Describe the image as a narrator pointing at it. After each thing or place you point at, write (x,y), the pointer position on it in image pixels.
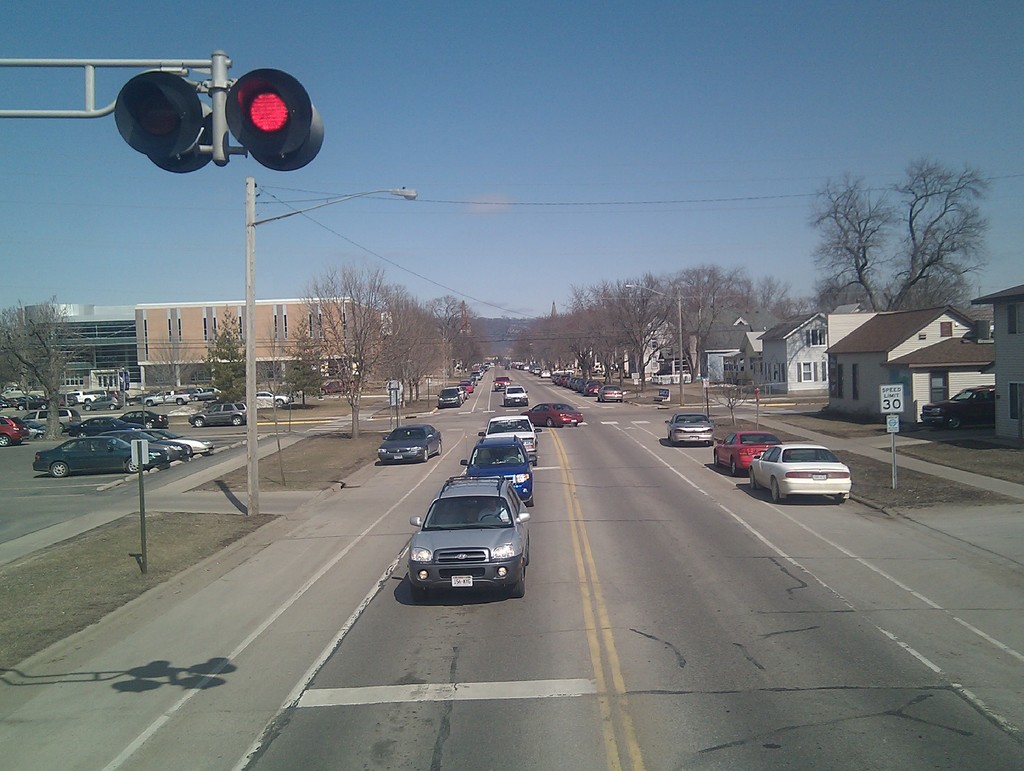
In this image I see the path (356,529) on which there are number of cars (132,422) and I see the traffic signal (186,140) over here and I see a light pole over here. In the background (153,368) I see the trees (969,191), houses (895,331) and buildings (192,339) and I see the wire (600,204) over here and I see the clear sky (473,112).
